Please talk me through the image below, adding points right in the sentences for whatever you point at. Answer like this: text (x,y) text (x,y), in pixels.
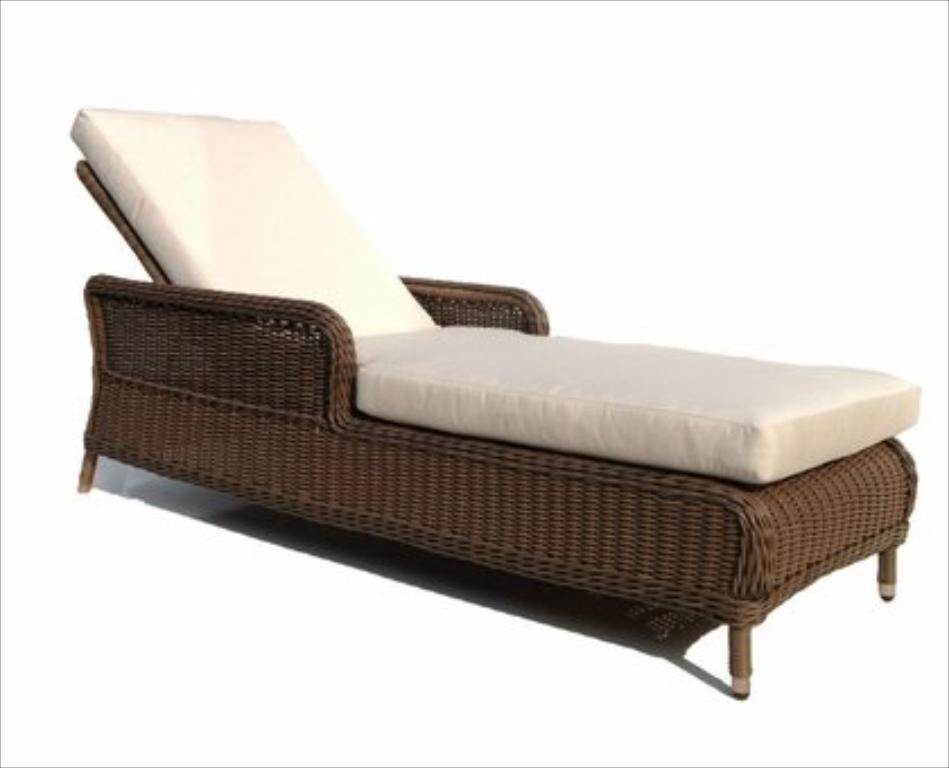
In this image there is a sofa cum bed (216,209). A white cushion (488,351) is placed on the wooden chair (321,493).
